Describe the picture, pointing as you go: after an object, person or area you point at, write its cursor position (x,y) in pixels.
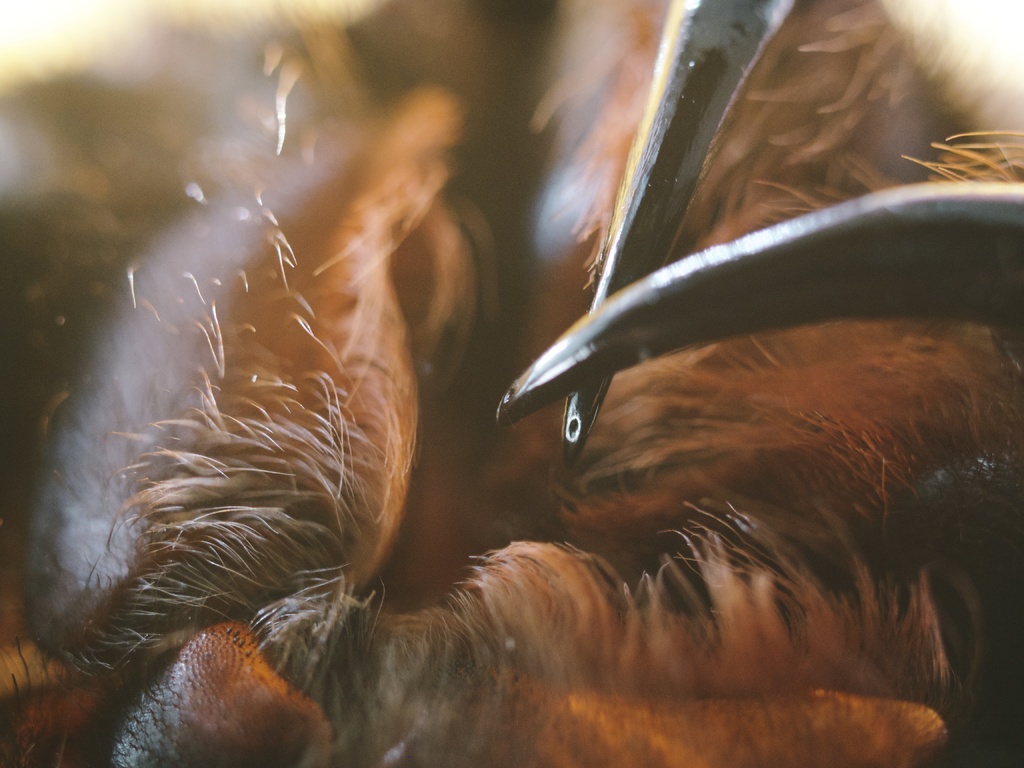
This is a zoomed in picture. In the foreground (213,525) we can see a brown color object (191,577). On the right corner (738,27) there are two black color objects (630,330) seems to be the nails (594,410) of a creature (650,359).
